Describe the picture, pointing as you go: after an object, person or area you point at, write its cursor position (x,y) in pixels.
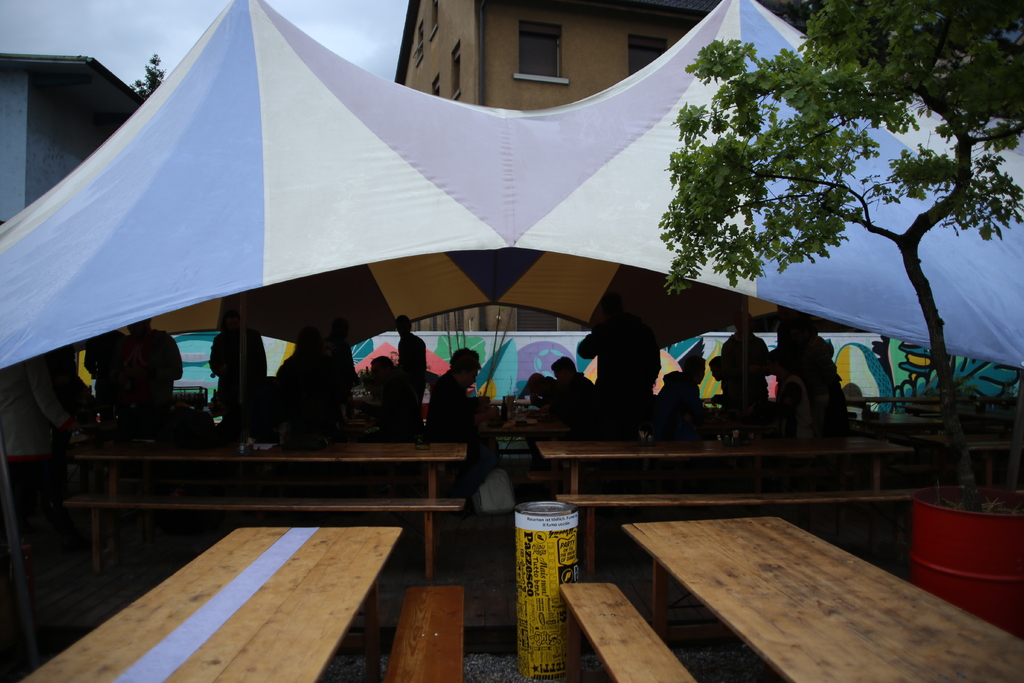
In this picture we can observe some benches (282,500) and tables (313,582) which are in cream color. We can observe white color tent (438,227). There are some people (407,365) under the tent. On the right side (902,240) there is a tree (925,316). In the background (448,50) we can observe yellow color building (441,62) and a sky (349,38) with some clouds (328,38).
